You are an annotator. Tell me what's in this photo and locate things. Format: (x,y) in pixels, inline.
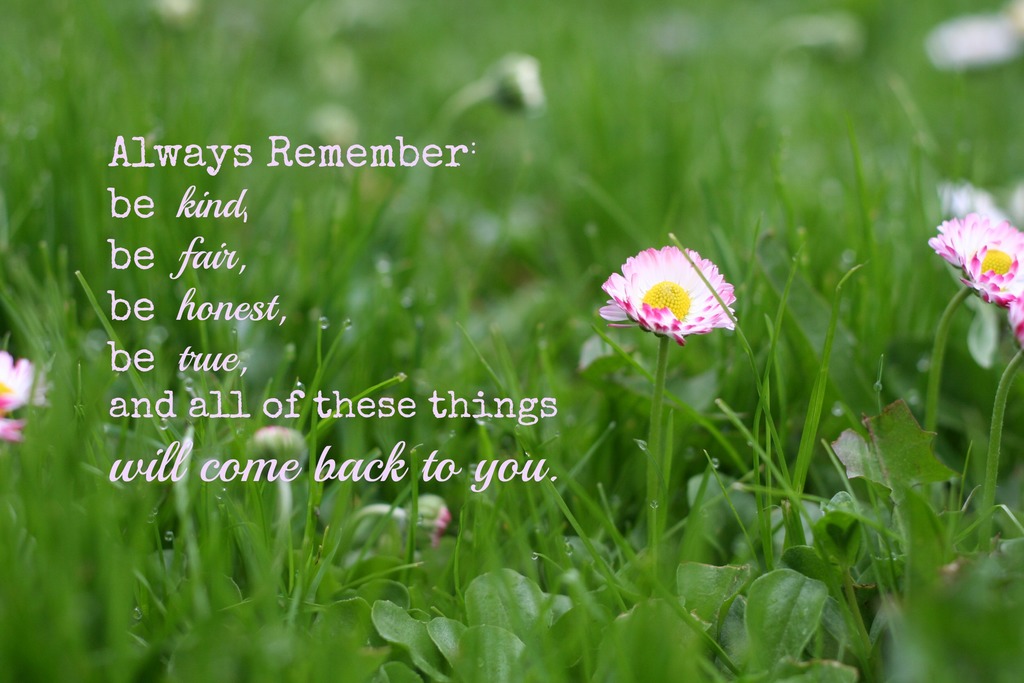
Something written on this image. Here we can see grass (491,443), plant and flowers (1005,244). Background (374,292) it is blur.
